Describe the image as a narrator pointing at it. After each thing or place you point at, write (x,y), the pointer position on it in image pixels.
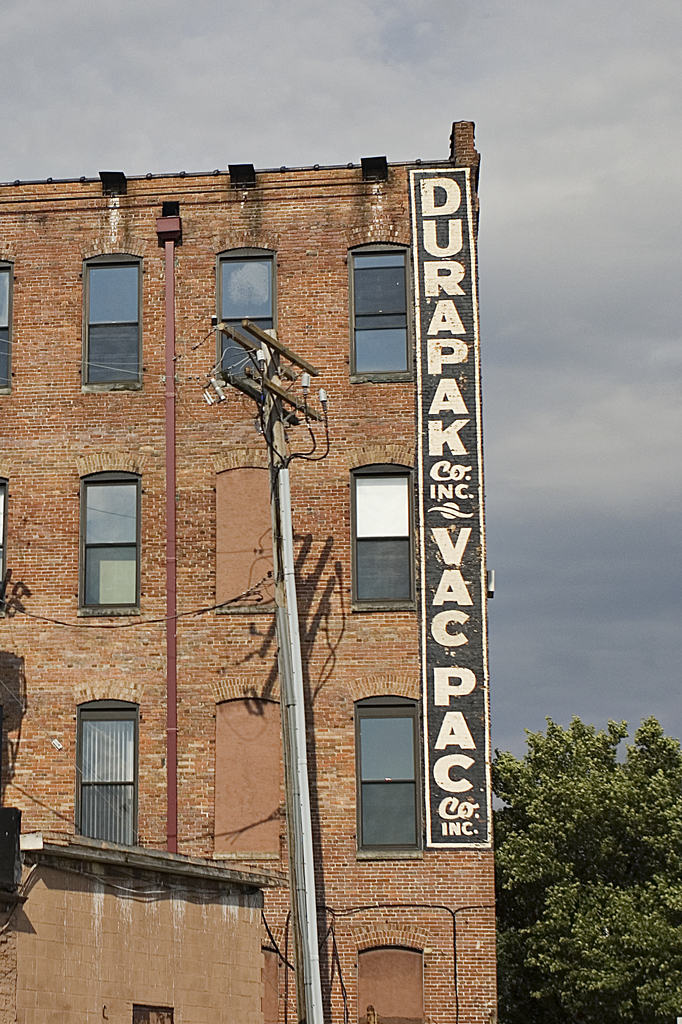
In this picture there is a building (396,621) and a pole (259,347) in the center of the image (361,591), there are windows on the building (150,248) and there is a tree (604,794) in the bottom right side of the image (538,895), there is another house (20,979) on the left side of the image (58,1022).
